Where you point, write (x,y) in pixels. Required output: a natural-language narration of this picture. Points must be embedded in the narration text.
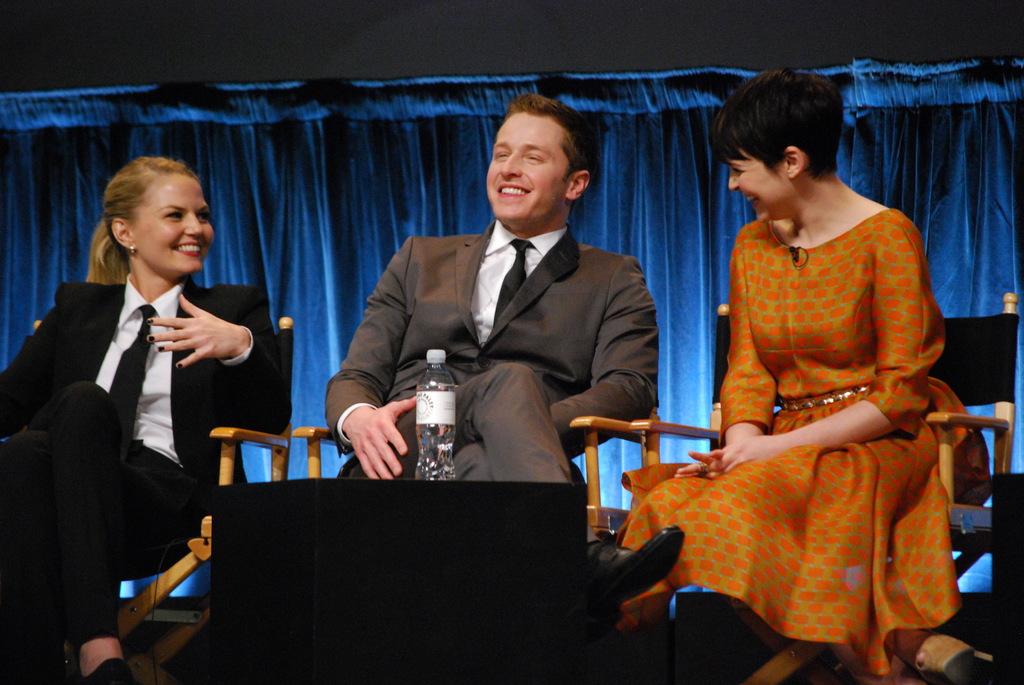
In this image I can see some people (415,343) are sitting on the chairs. I can see a bottle (437,412). In the background (392,190), I can see a blue cloth (322,153).
